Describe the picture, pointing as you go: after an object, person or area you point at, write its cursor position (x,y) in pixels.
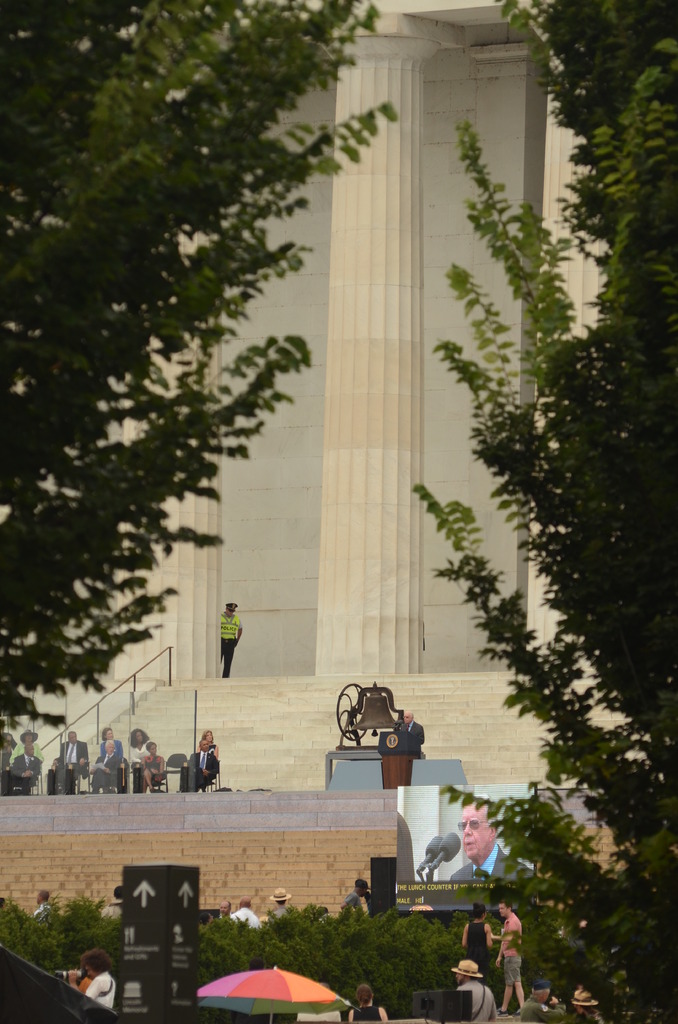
Here we can see plants (418,927), trees (641,985), boards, screen (399,879), umbrella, bell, and few persons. In the background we can see pillars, wall (468,423), and a person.
